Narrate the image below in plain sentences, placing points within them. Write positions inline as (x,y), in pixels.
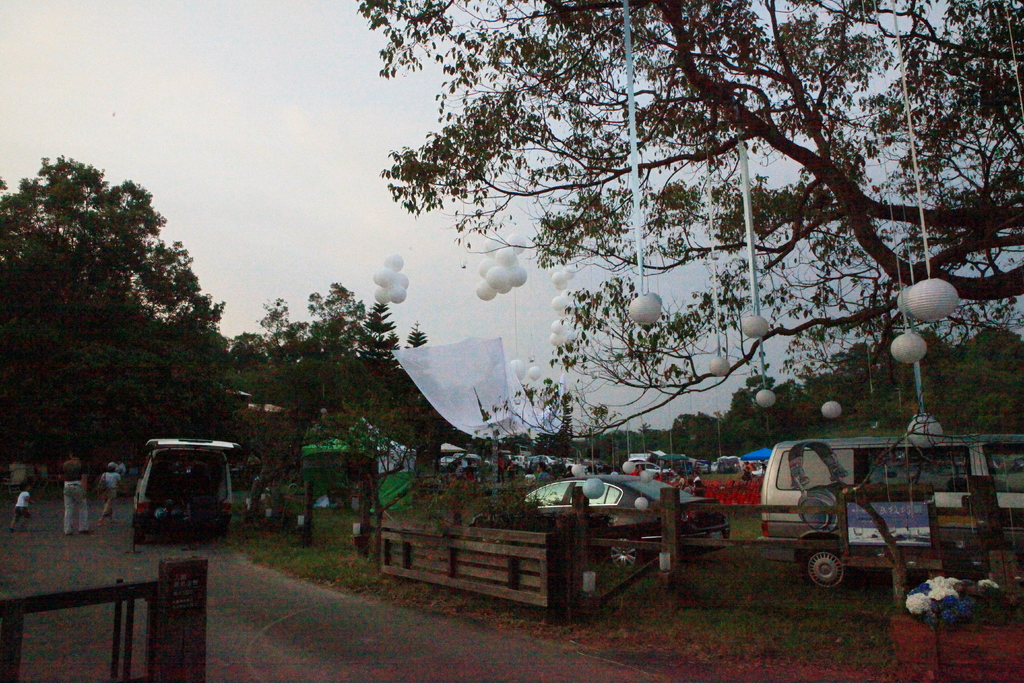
In this image we can see vehicles (205,497), trees (288,425), decorative lights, balloons (514,282), cloudy sky (372,154), plants (509,511), flowers (908,596), boards (900,500) and things (475,538).
